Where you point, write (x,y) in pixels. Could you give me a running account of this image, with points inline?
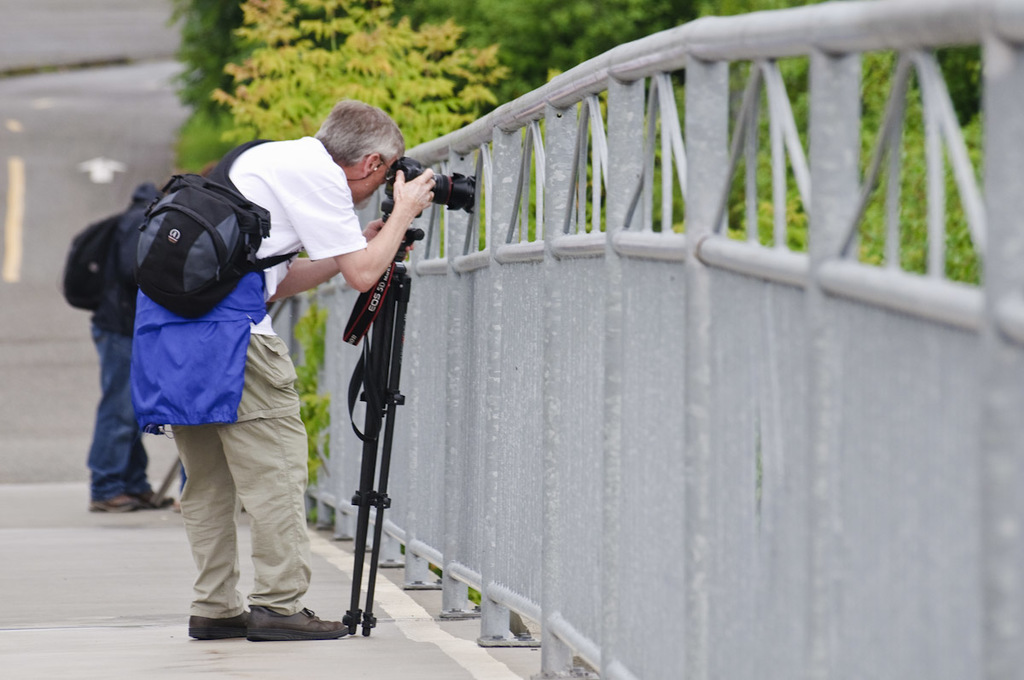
In this image I can see a person (191,347) standing holding a camera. The person (313,206) is wearing white shirt (292,208), cream pant (290,408) and black color bag (190,292). Background I can see the other person (122,265) standing and trees (217,62) in green color.
